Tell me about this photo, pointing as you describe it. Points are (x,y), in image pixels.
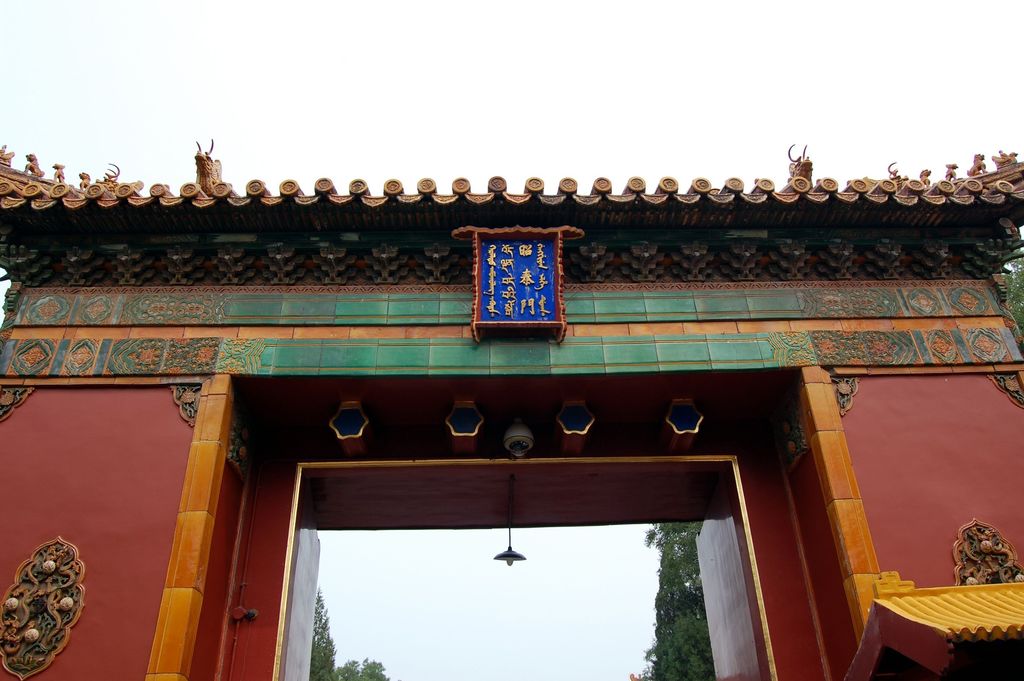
In this image we can see an arch (360,198) and there are texts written on a platform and it is on the arch (602,436) and we can see a light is hanging and security camera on the arch (535,498). In the background (447,540) we can see trees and sky (408,110).
